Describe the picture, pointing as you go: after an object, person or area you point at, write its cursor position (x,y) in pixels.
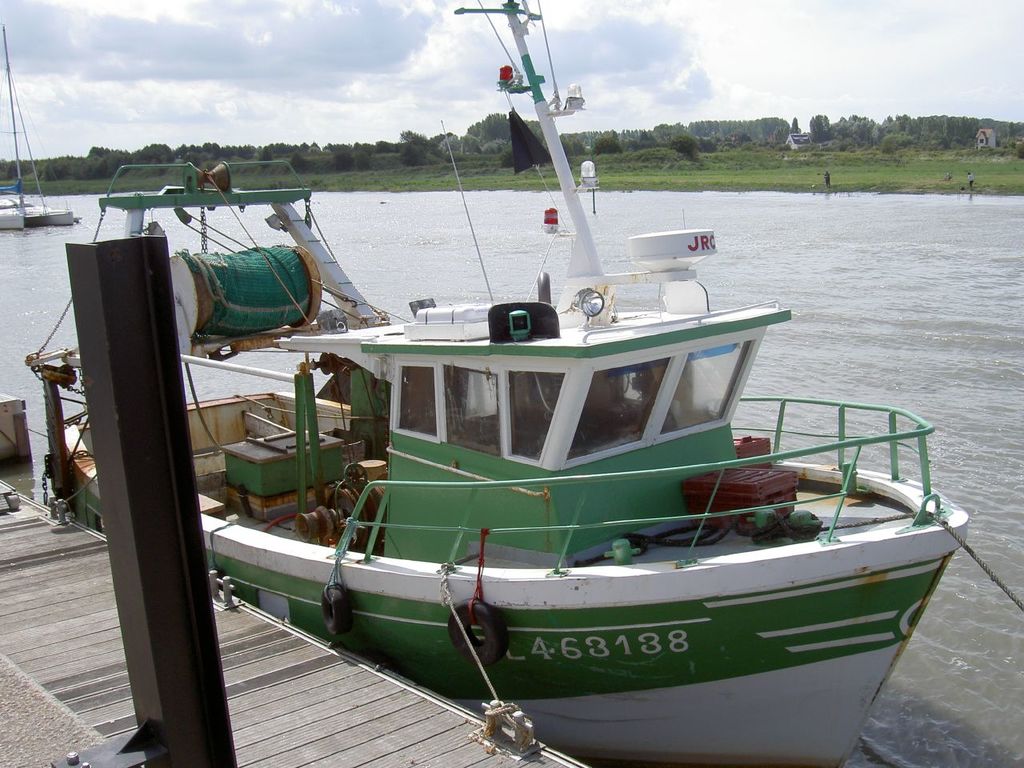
There is a dock (235,616) and a boat (585,452) is present as we can see at the bottom of this image (434,672). We can see greenery (344,179) in the background (455,176) and the sky (347,10) is at the top of this image (506,44).
